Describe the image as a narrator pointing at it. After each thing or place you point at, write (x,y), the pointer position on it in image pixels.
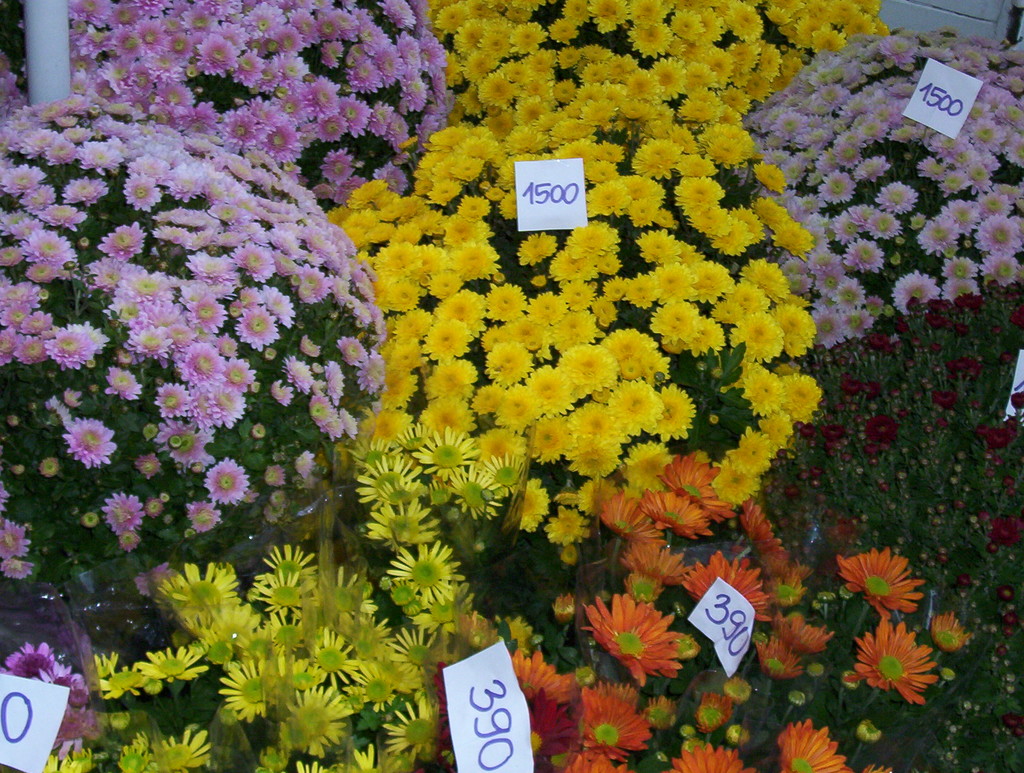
In this image we can see some flower plants (374,327) with price tags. On the left side (36,11) top of the image (57,32) there is a pole (35,37). On the right side (937,5) top of the image (949,14) there is an object (937,5).
